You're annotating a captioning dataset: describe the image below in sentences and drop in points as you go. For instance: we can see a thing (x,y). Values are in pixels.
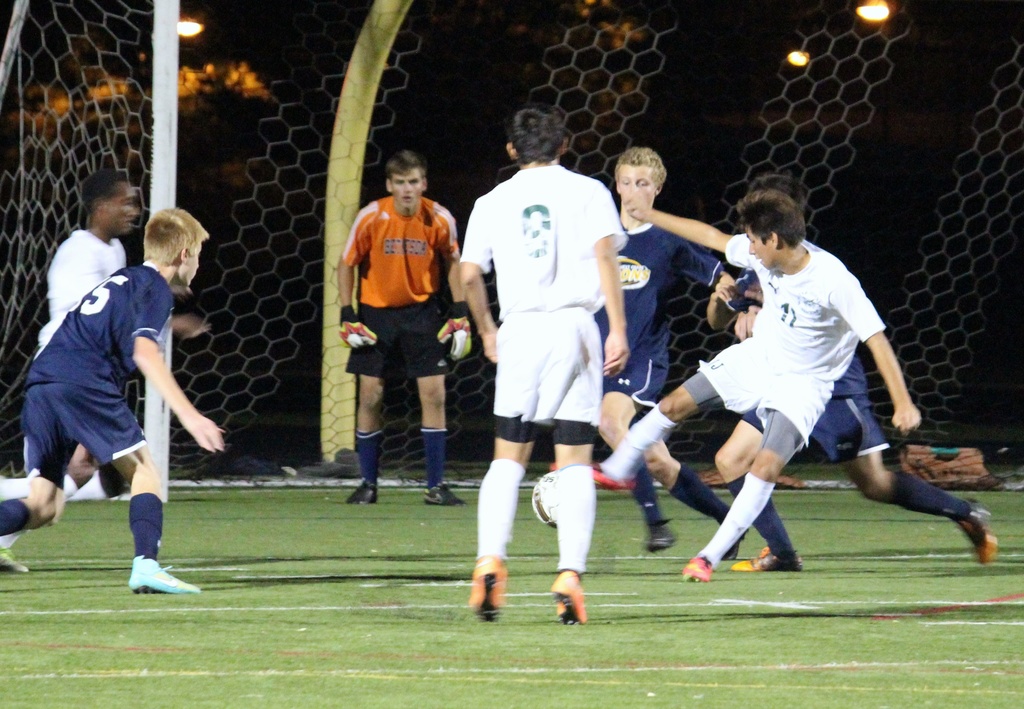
In this image I can see the group of people (440,409) are playing the football. In the background (449,97) there are few lights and the net (835,120).
